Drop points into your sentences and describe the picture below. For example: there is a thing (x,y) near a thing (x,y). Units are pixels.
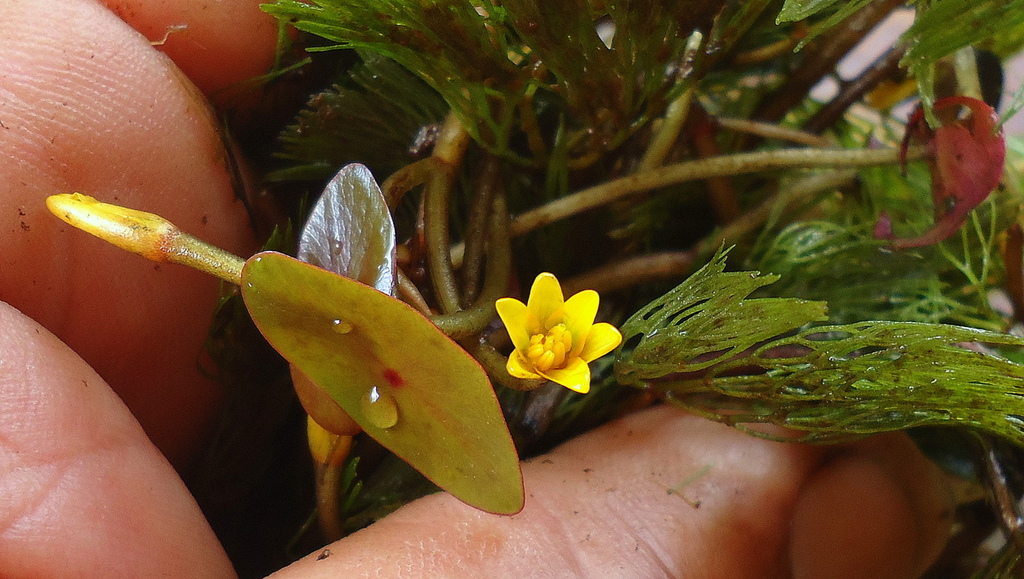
In this picture I can see the person's fingers (176,333). In the center (601,345) I can see the yellow flower (578,309) and the bud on the plant (413,291).
